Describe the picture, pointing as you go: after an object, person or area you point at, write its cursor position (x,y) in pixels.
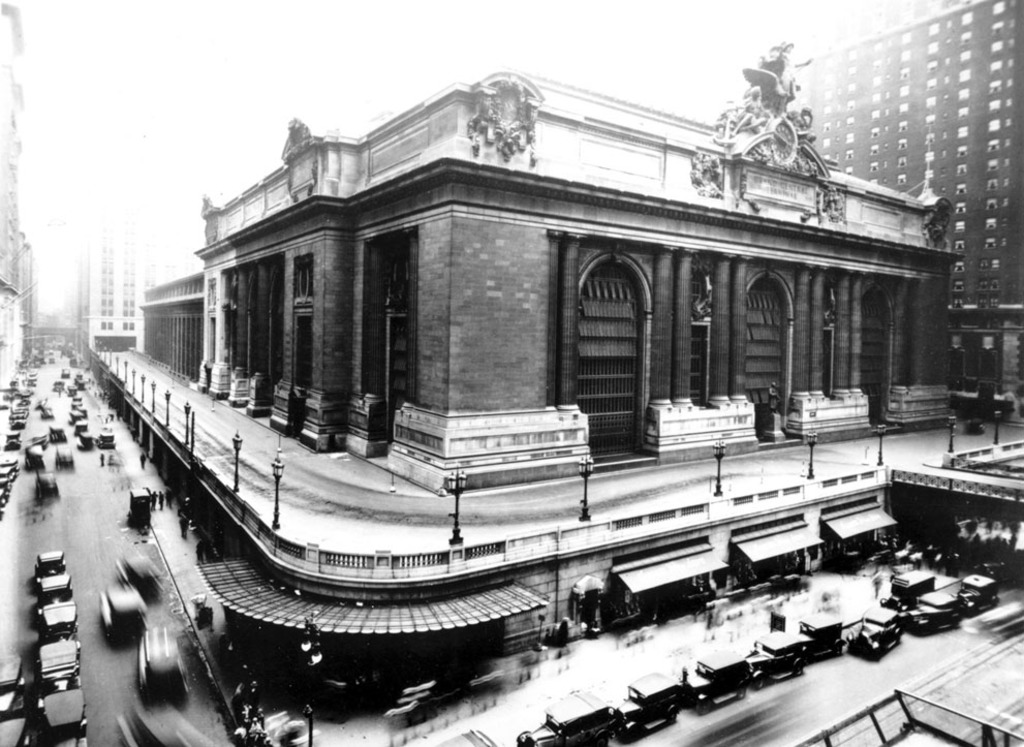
In this image we can see black and white picture of building (415,278) with doors (584,354). In the foreground (825,630) we can see group of vehicles (571,738) parked on the road (126,693), group of poles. In the background (964,101) we can see buildings (7,253) and sky (213,74).
